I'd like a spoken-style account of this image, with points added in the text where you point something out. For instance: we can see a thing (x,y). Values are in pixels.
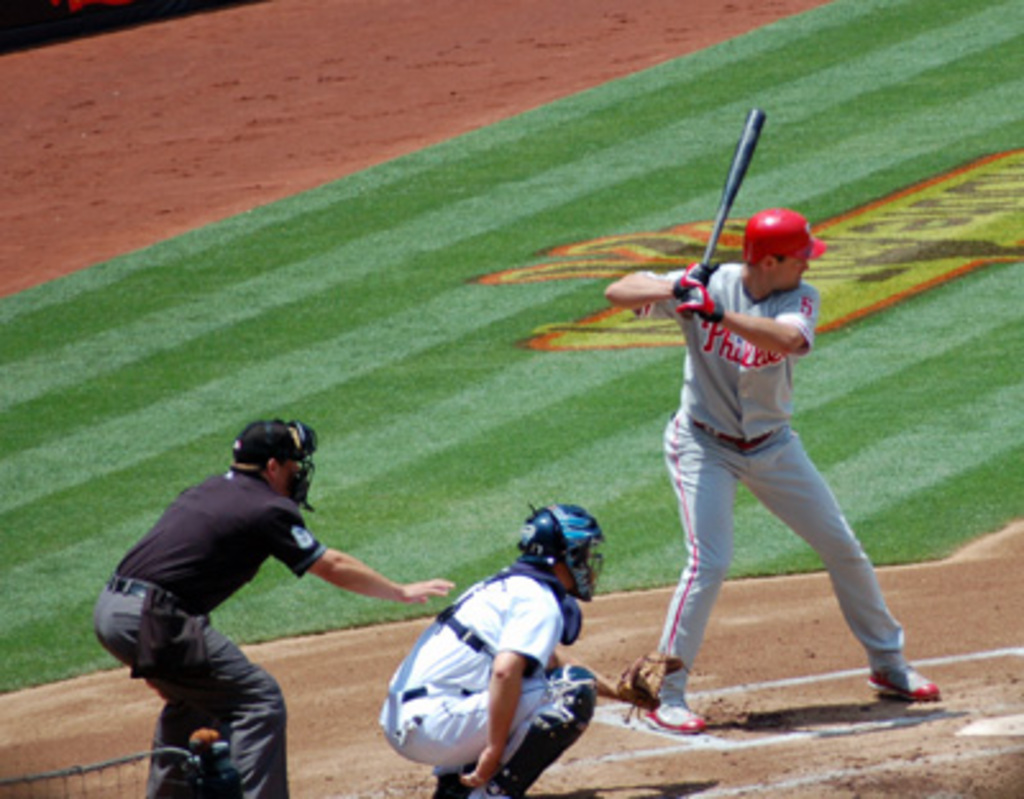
This image is taken outdoors. At the bottom of the image (770,751) there is a ground (344,700) with grass (481,352) on it. On the left side of the image (310,566) a man (178,616) is umpiring on the ground (243,412). In the middle of the image (582,526) a man (480,666) is in a squatting position. On the right side of the image (744,291) a man (726,436) is standing and playing baseball with a baseball bat (727,200).
